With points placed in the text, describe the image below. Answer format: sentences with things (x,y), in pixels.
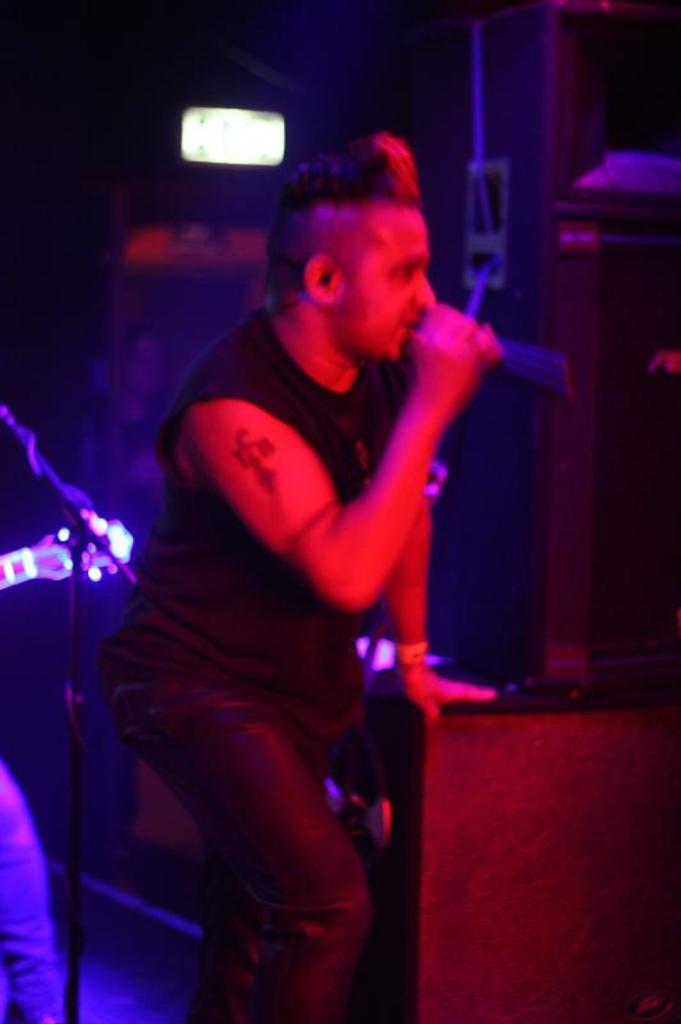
In this picture, we can see a person (264,466) holding a microphone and resting his hands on an object (457,802), and we can see some objects (14,560) in bottom right side (523,692) and left side of the picture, we can see the blurred background with a light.
